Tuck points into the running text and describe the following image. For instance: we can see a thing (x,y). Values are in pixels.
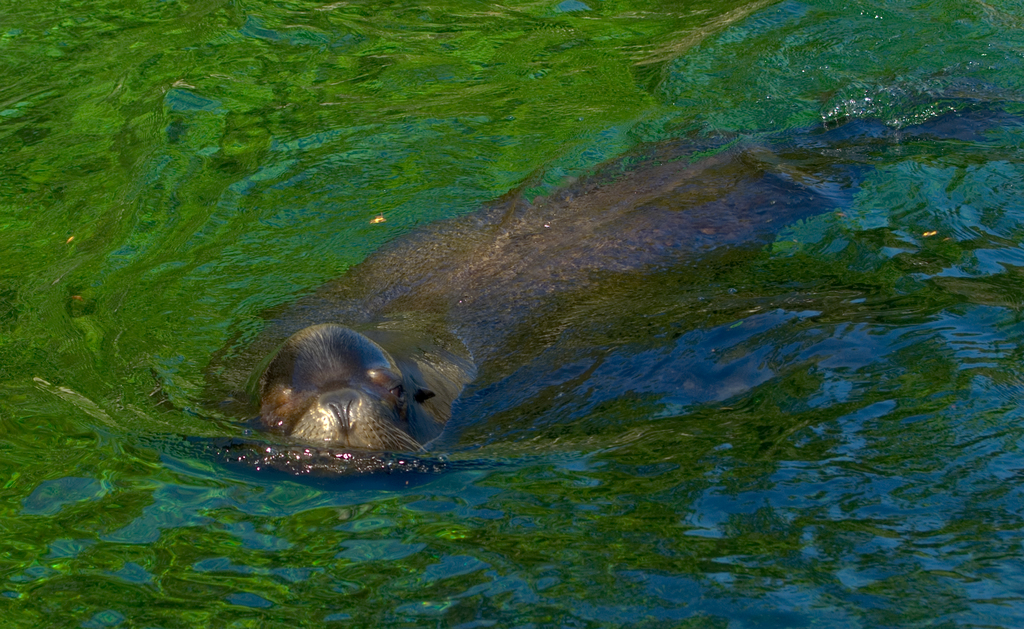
There is black color seal (504,270) swimming in the water (297,487). And the water (891,233) is green in color.
